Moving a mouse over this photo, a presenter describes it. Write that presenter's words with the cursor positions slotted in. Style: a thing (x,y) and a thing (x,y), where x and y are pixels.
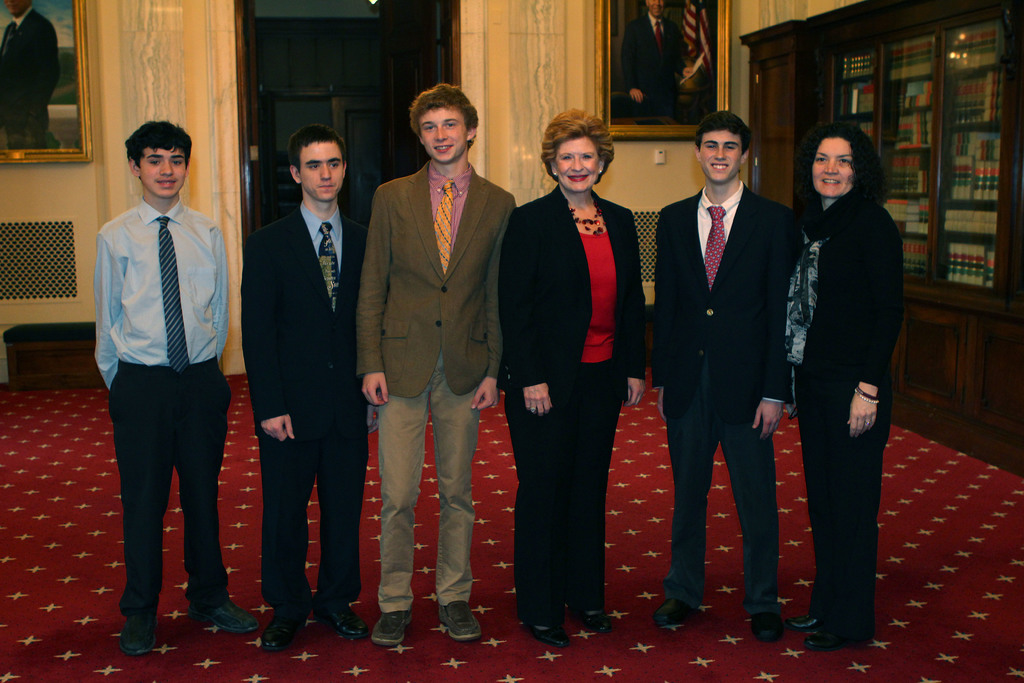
This picture shows few people (378,339) standing with smile on their faces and we see couple of photo frames (21,36) on the back (60,117) and few books (953,177) in the cupboard (928,203) and we see a carpet (236,657) on the floor (169,608).
